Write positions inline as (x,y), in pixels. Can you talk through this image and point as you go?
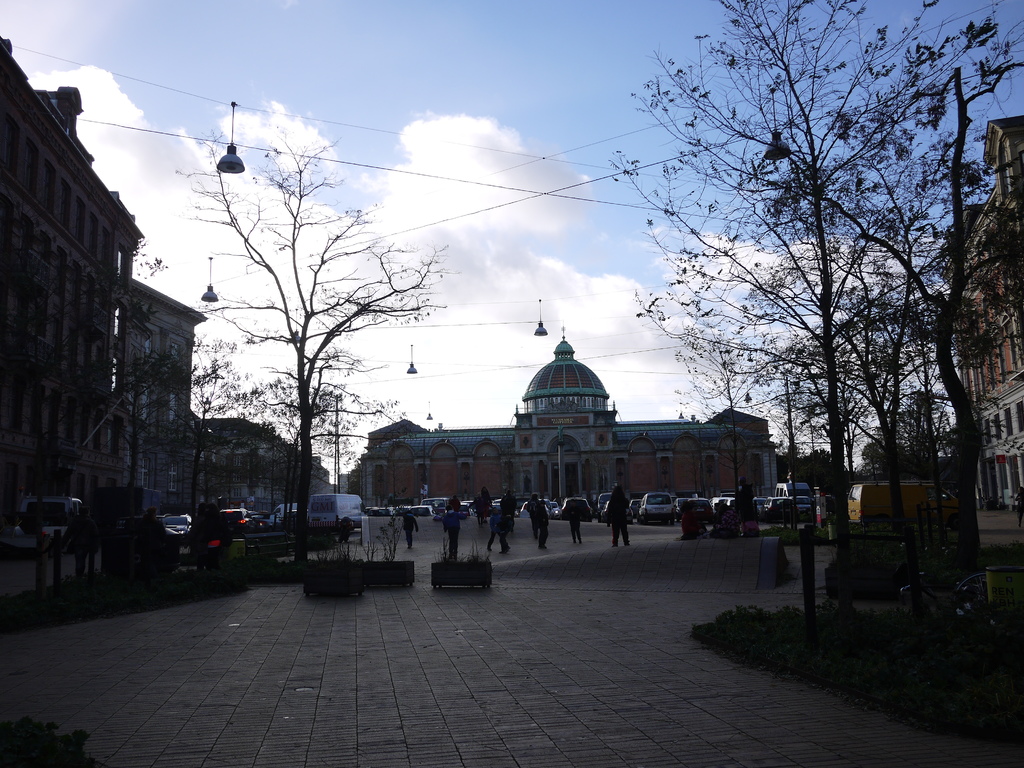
In this picture we can see a group of people (746,518), vehicles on the road (528,625), here we can see trees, buildings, electric poles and some objects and we can see sky (737,101) in the background (776,11).
